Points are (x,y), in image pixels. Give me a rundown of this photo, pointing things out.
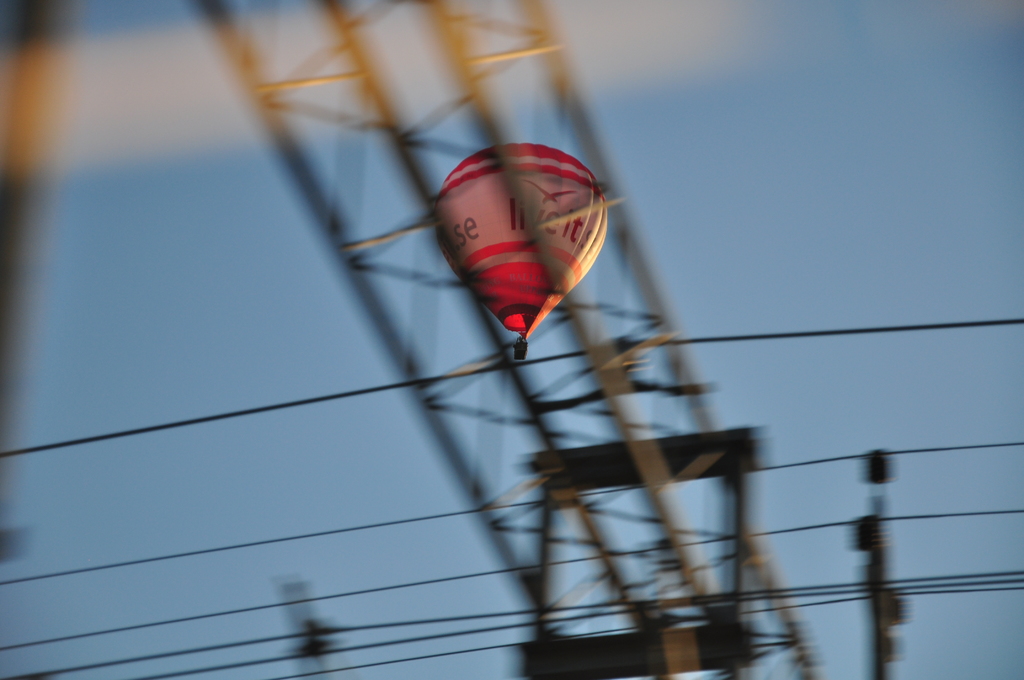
In this image there is a hot air balloon (512,247) in the air (671,209). There is text (516,226) on the balloon (559,244). In the foreground (464,455) there are metal rods (507,420) and cables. At the bottom (871,598) there are poles (881,641). In the background (714,152) there is the sky (223,197).
